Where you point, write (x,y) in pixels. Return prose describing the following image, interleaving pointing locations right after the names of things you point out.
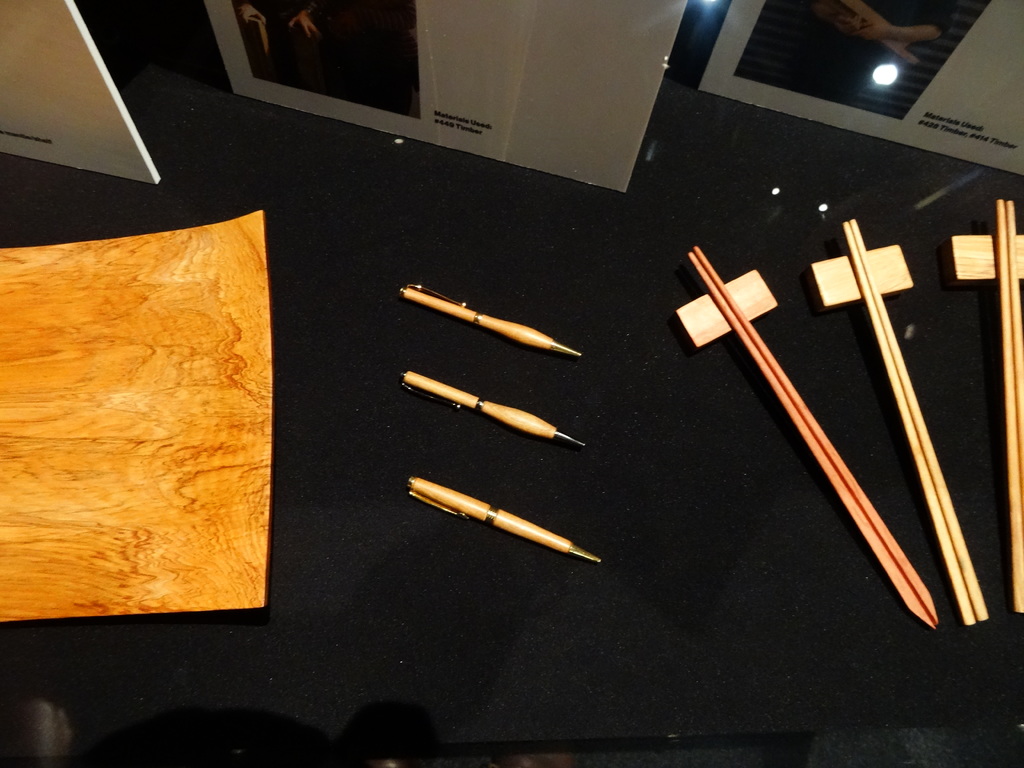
This image is clicked inside a room (334,509). There is a table (318,569) or a desk (584,616) in black color. On which, some pens (501,320), sticks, card boards (162,396), and posters (118,153), frames (553,102) are kept.
